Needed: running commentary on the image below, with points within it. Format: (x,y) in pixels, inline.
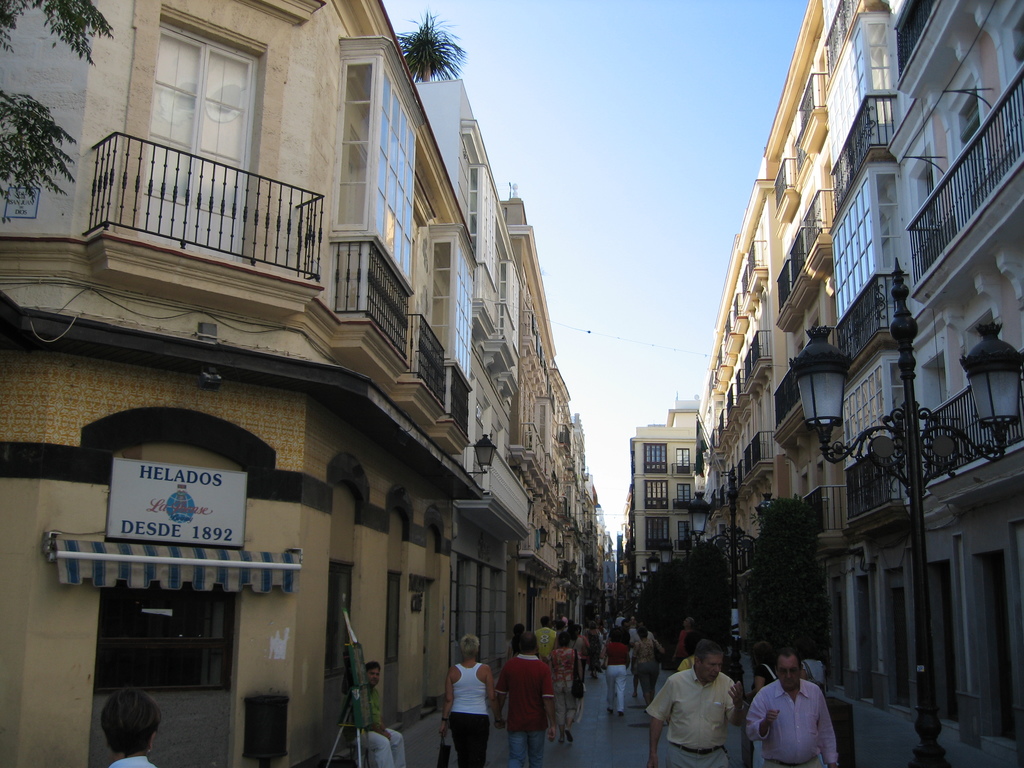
In the center of the image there are people (570,640) walking on the road (435,726). To the both side of the image there are buildings (953,115). There is a light pole (930,723). At the top of the image (583,17) there is sky (565,179).
